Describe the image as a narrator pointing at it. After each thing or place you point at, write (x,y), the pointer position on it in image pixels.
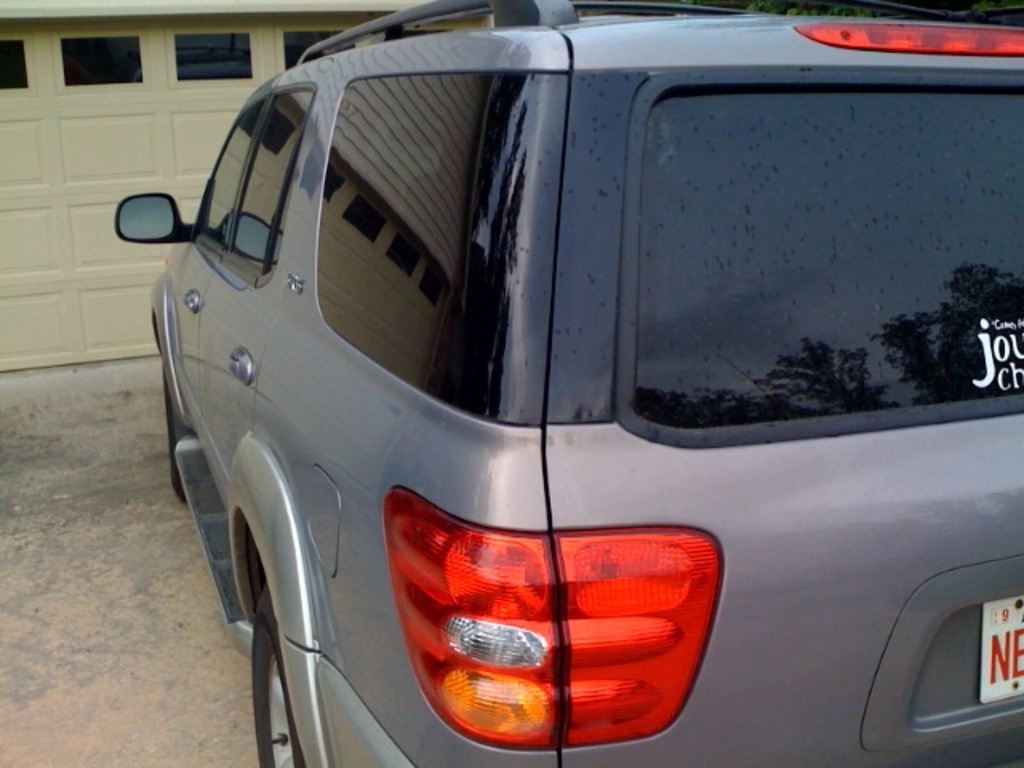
In this image there is a car (628,728) parked on the road (172,514) in front of a building (16,308).
